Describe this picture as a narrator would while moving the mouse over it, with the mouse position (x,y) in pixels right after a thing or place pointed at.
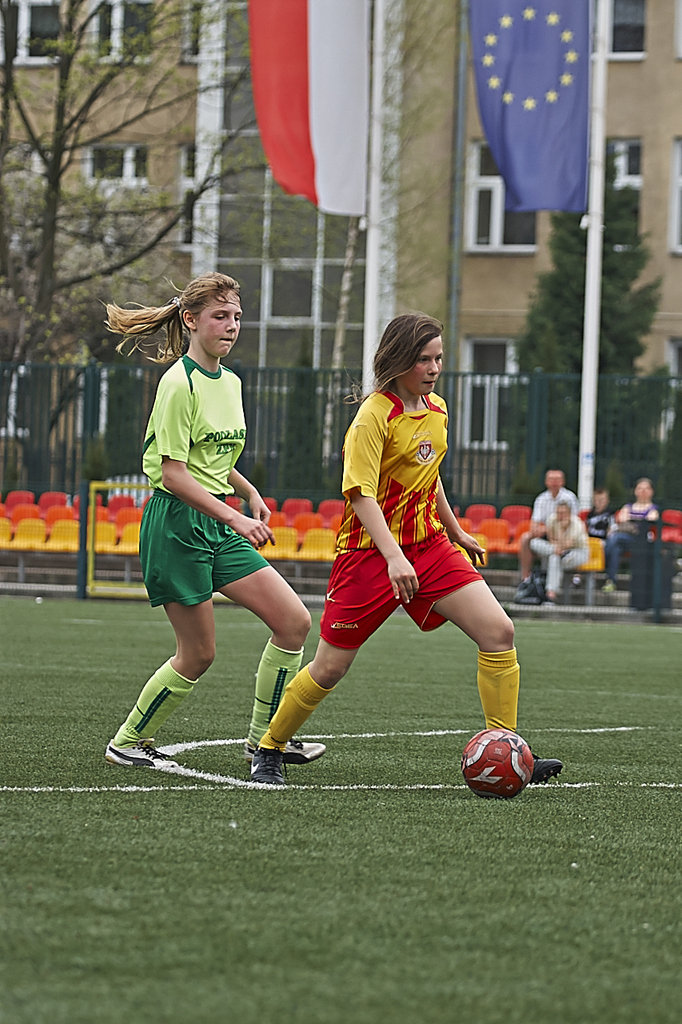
This is a picture in the outdoor, the two girls (231,494) are playing the football and this is a ball (483,782). The two persons (422,447) are playing the football on the ground (433,714) and the four people (549,522) are sitting on the chair (523,511). Background of this people (546,538) there is a building (436,212) and the flags (334,85).
